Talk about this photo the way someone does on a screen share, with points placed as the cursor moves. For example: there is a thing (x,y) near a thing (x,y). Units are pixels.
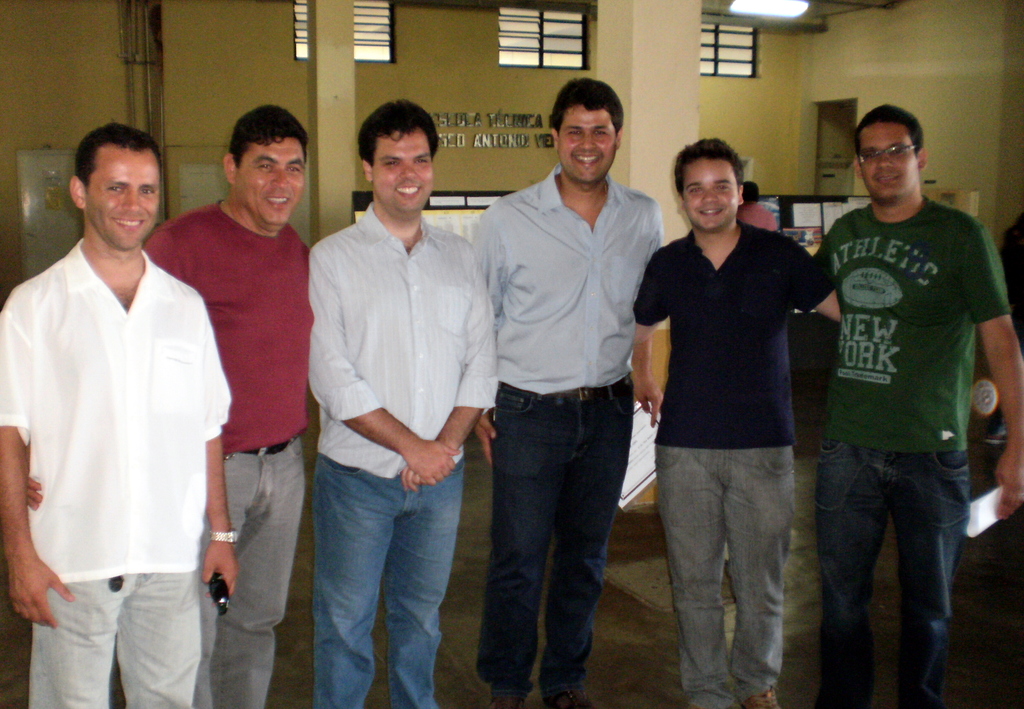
There are six people (687,393) standing in front of the picture. Behind them, we see a man (753,212) in pink T-shirt (753,218) is sitting on the chair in front of him, we see boards (790,233) on which papers (797,228) are placed. Behind them, we see pillars (333,86) and a wall (469,131) with some text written on it. At the top of the picture (763,3), we see the light (749,1).
